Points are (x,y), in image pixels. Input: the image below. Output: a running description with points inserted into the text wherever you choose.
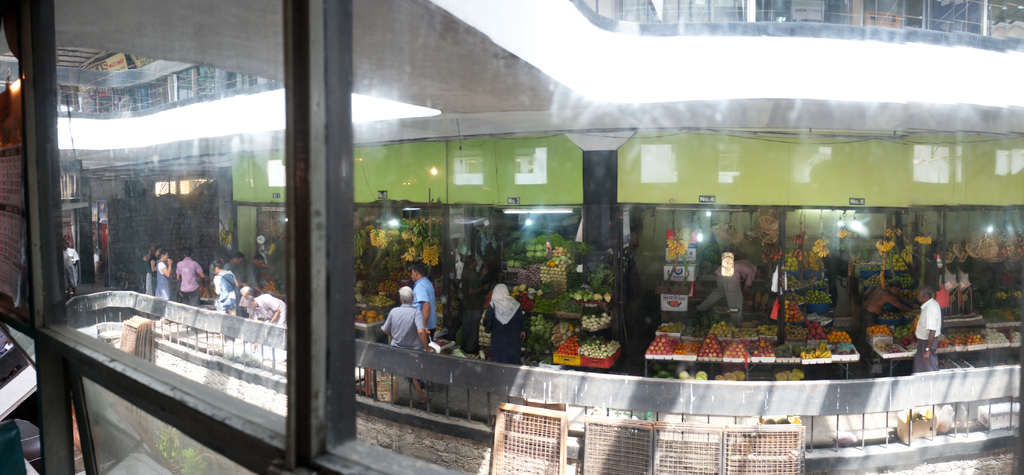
In this image in the center (362,269) there is a fruit market (823,311), in that market (434,326) we could see some fruits (949,337) and some persons (509,318) are standing and some of them are walking. At the bottom (522,447) there are some baskets (511,447) and boards (529,447), and in the foreground (380,138) there is a glass window (366,149). And in the background (705,75) there are some pillars (601,145), lights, wall (141,225) and a fence (112,85).
